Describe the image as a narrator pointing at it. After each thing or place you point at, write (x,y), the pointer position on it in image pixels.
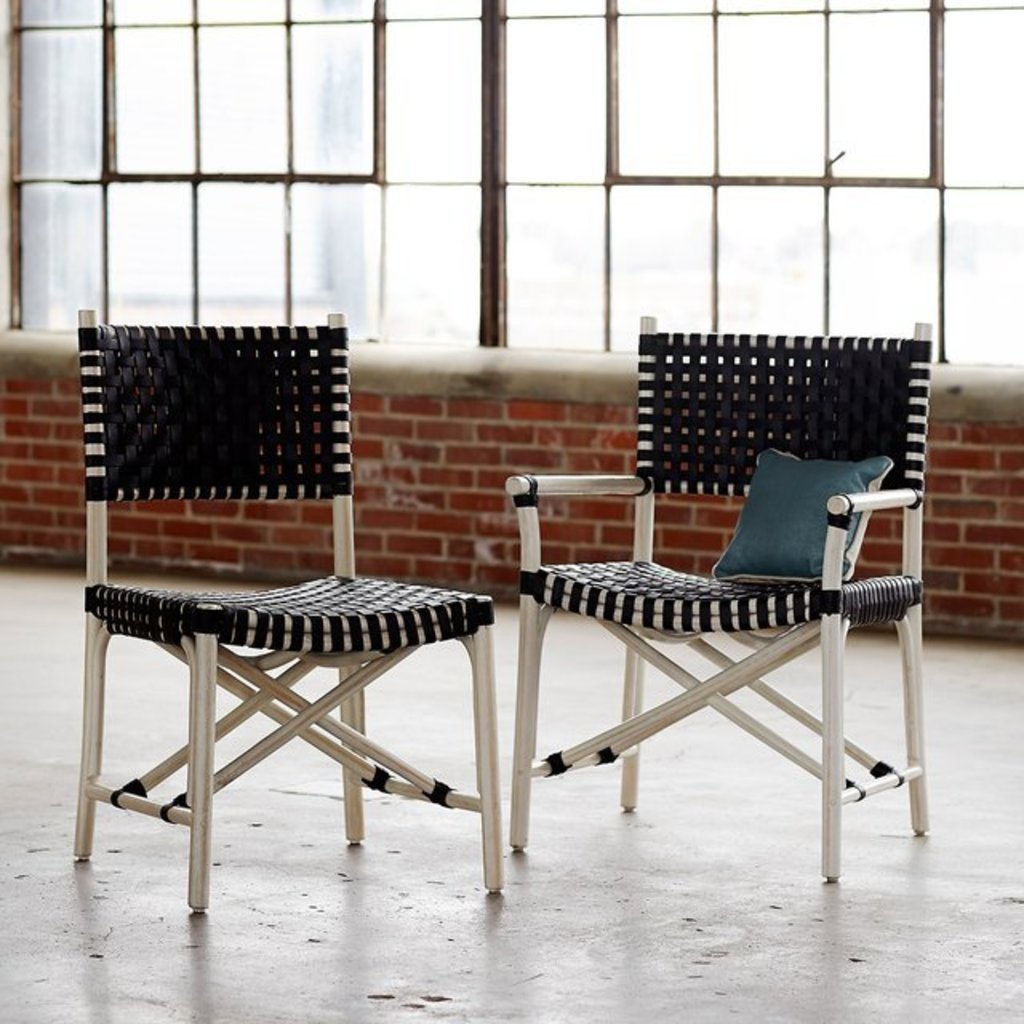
In this picture we can see two chairs (847,793) on the ground (637,921), here we can see a pillow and in the background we can see the wall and windows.
